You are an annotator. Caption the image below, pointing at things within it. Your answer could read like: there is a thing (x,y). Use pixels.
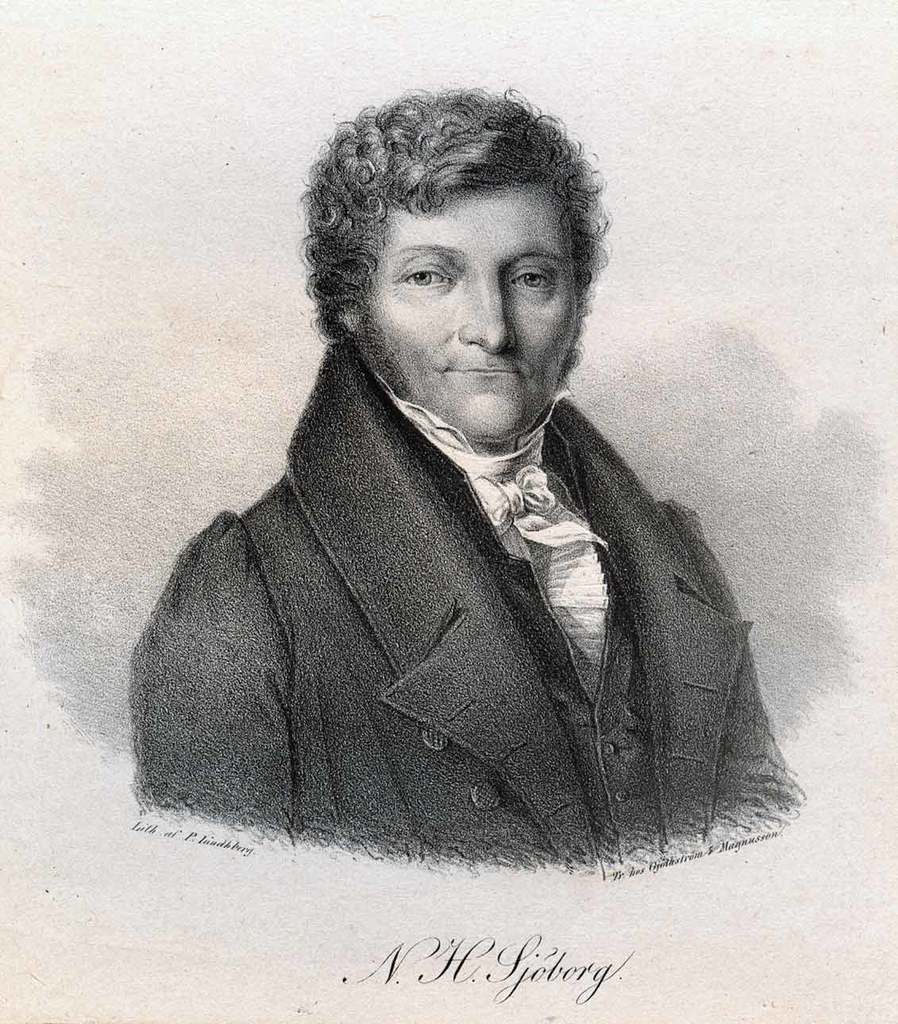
In this image there is a drawing (411,467) of a person (351,477) with some text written beneath it.
